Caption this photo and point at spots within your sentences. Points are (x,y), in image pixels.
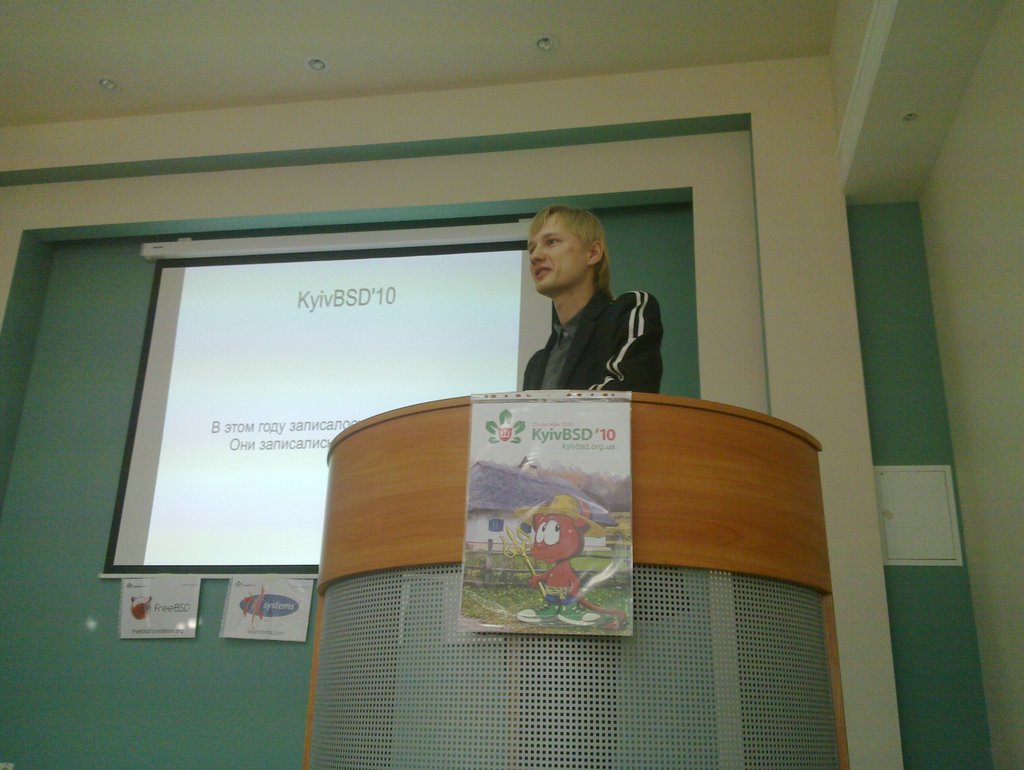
In this image I can see a person (572,387) is standing. Here I can see projector screen (291,509), a poster (505,496) on which there is a cartoon image (554,545) on it. Here I can see lights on the ceiling (342,53). On the wall (206,723) I can see some objects (224,623) attached to it.
